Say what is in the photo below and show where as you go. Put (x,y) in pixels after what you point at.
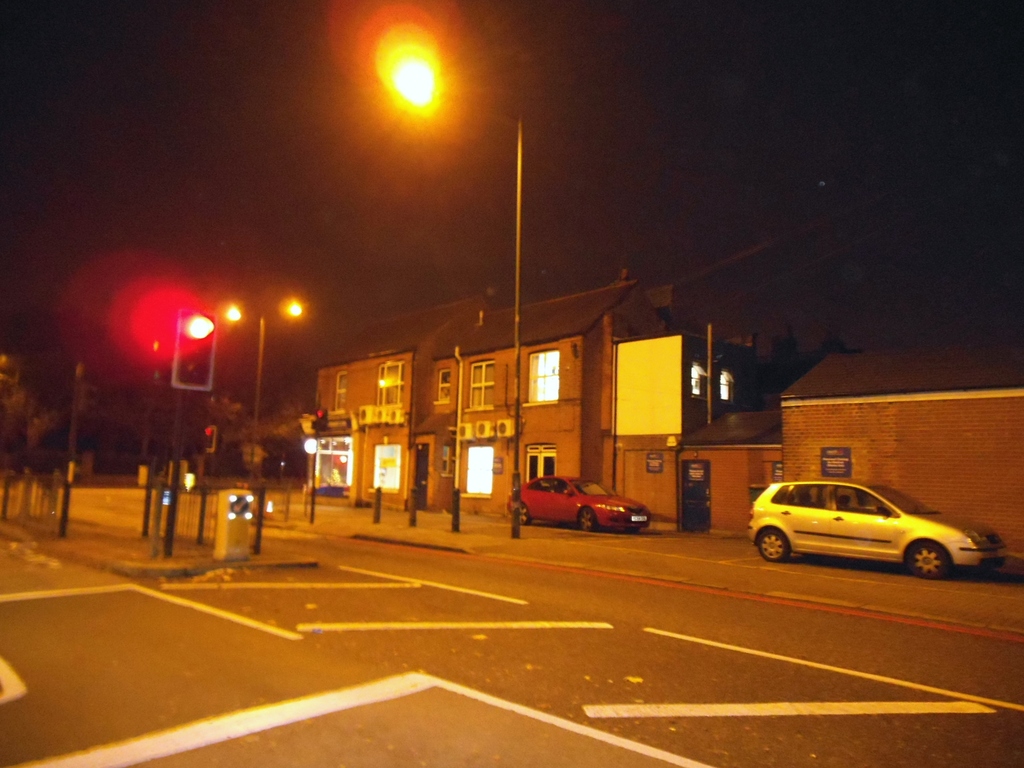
In this picture we can see poles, lights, traffic signal (208,432), boards (624,406), trees (163,389), and buildings (829,429). There are cars (932,529) on the road (509,647). In the background (690,217) there is sky (214,145).
